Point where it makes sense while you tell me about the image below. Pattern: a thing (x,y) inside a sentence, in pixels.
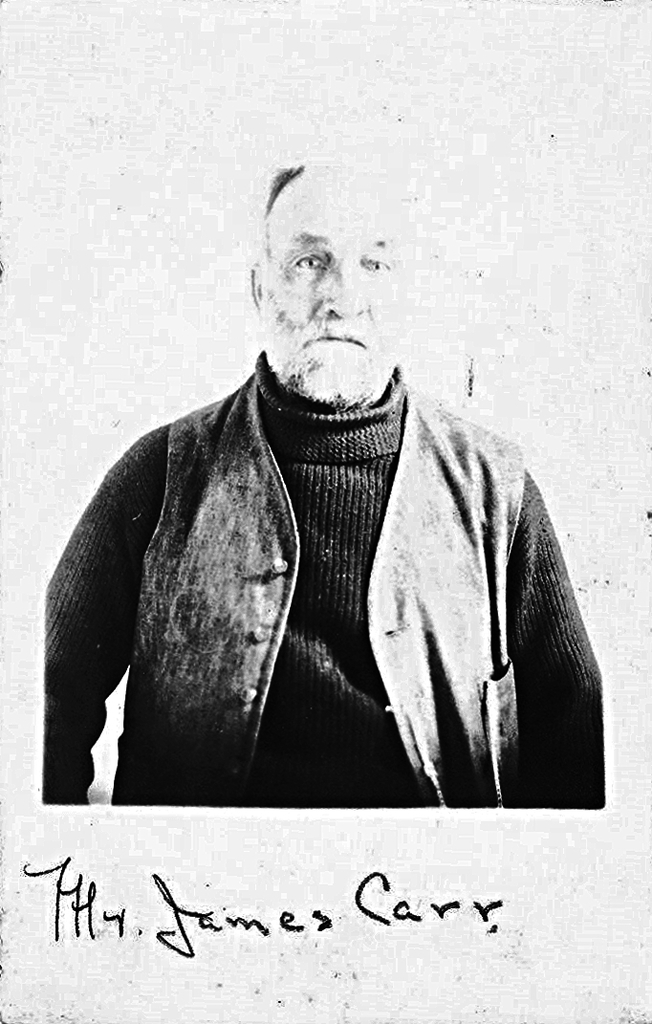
This is an edited image in which there is a man (307,555) standing and there is some text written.
